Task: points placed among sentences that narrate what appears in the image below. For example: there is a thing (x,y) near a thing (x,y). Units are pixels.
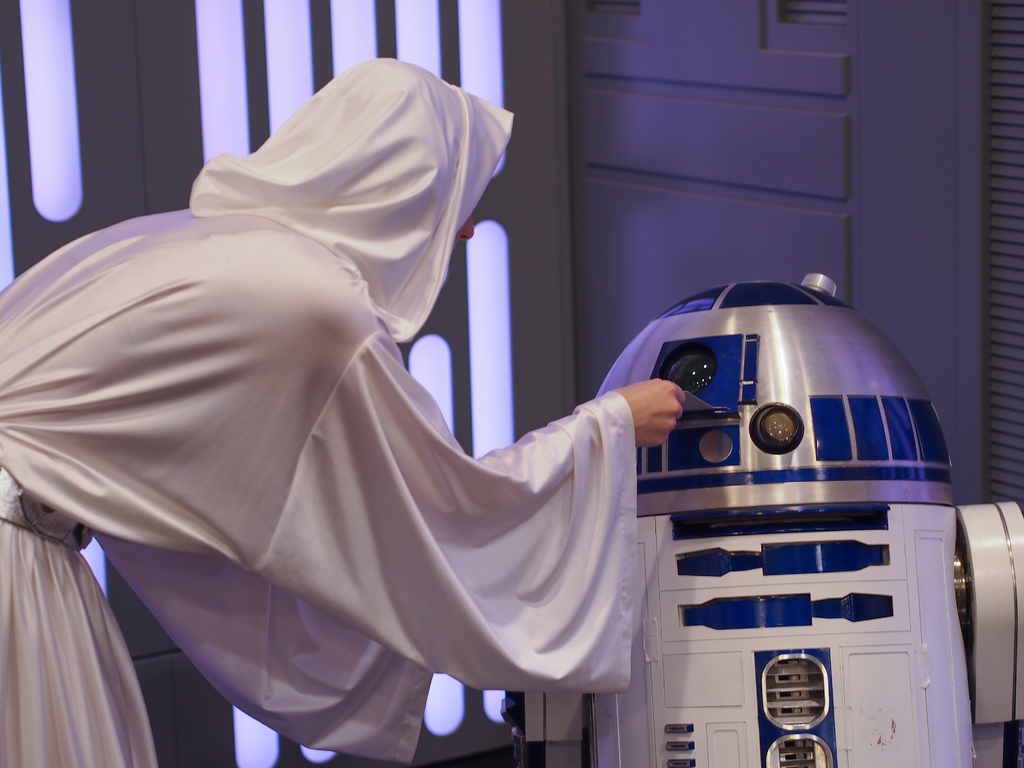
In this image there is a person (232,417) standing and placing something into a machine (842,563), which is in front of him. In the background (345,35) there is a wall (559,190).
